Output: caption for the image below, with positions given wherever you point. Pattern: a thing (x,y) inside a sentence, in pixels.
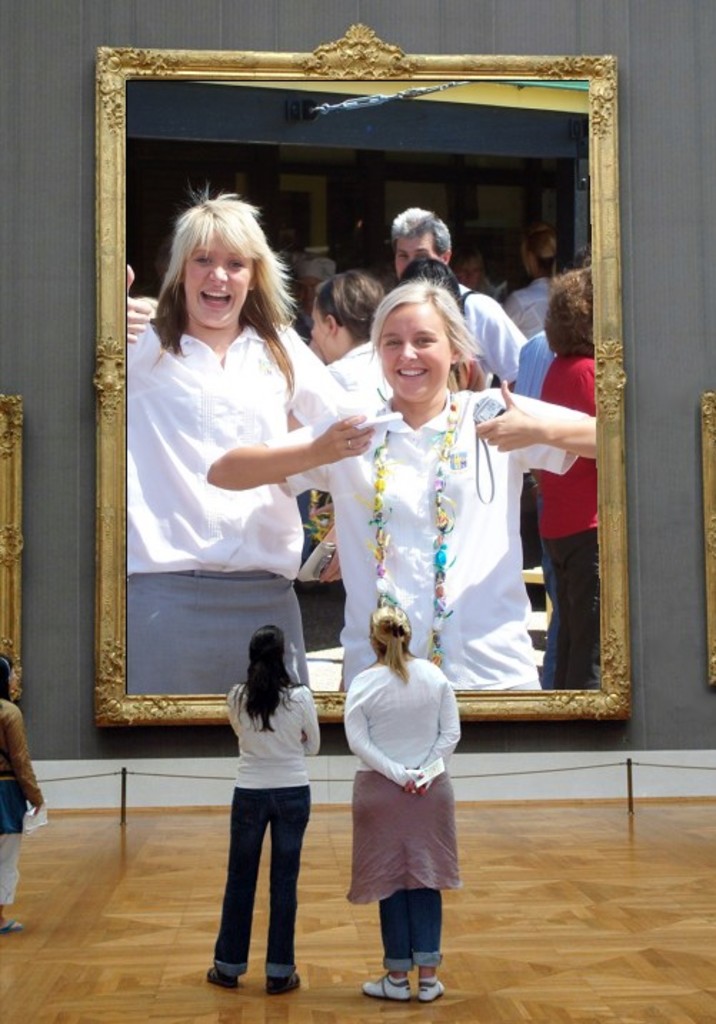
In the foreground of the image (258,819) we can see there are three persons (396,876) standing and looking at the big photo frame (135,430), which is attached to the wall (683,254).
